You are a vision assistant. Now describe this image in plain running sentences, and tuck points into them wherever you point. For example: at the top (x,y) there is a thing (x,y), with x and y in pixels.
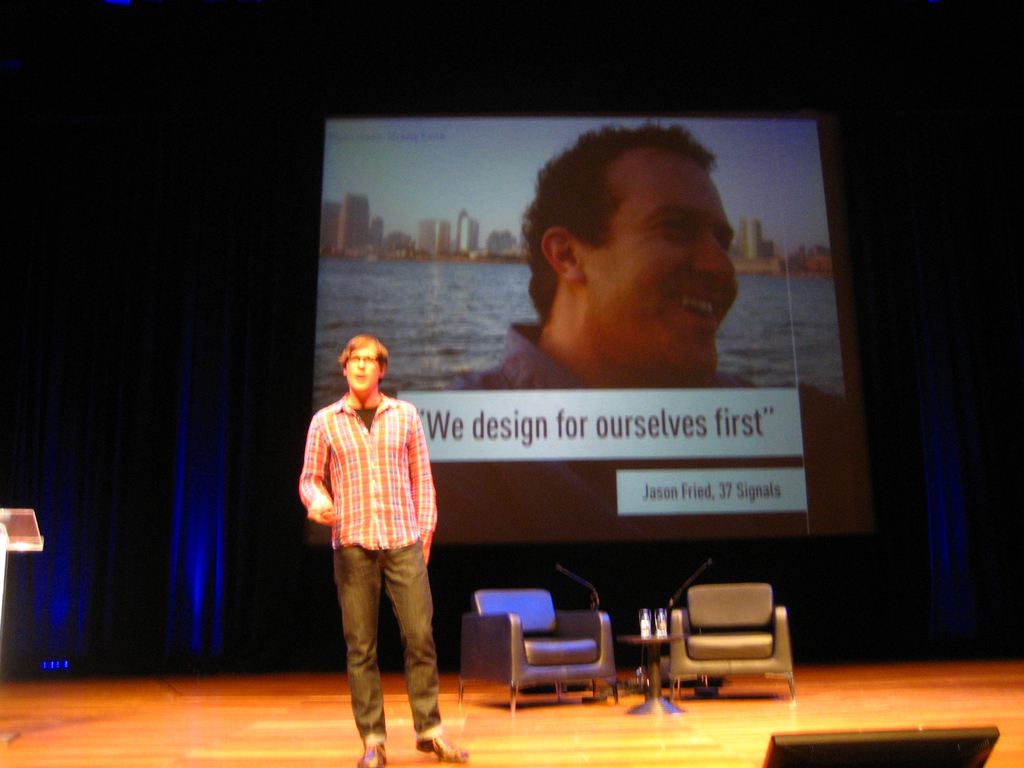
In this image we can see a man (425,586) standing. There are chairs (586,669) and we can see bottles (660,624) placed on the stand (654,667). In the background (684,525) there is a screen (557,315) and a curtain (74,338). On the left (32,542) there is a podium (16,540). At the bottom (803,765) there is an object (884,746).
